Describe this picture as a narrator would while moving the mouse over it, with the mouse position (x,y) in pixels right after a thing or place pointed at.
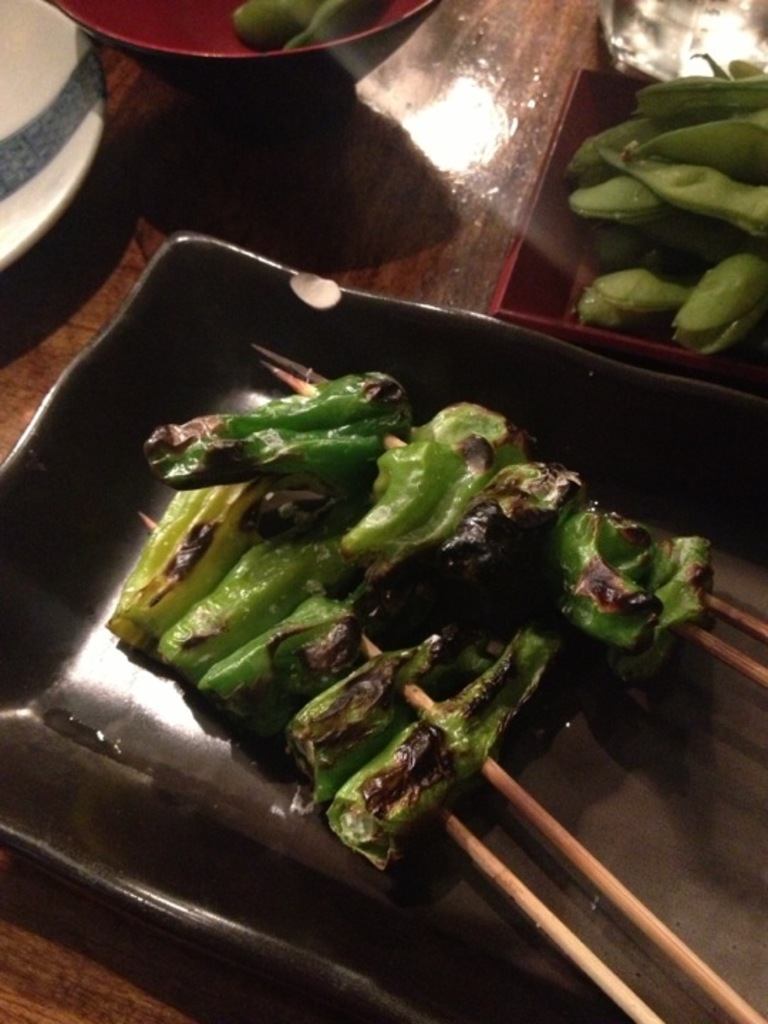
In this image, we can see some food items (445,564) in containers (531,249) are placed on the surface (445,177). We can also see a white colored object (39,115). We can see some wooden sticks (551,821).
